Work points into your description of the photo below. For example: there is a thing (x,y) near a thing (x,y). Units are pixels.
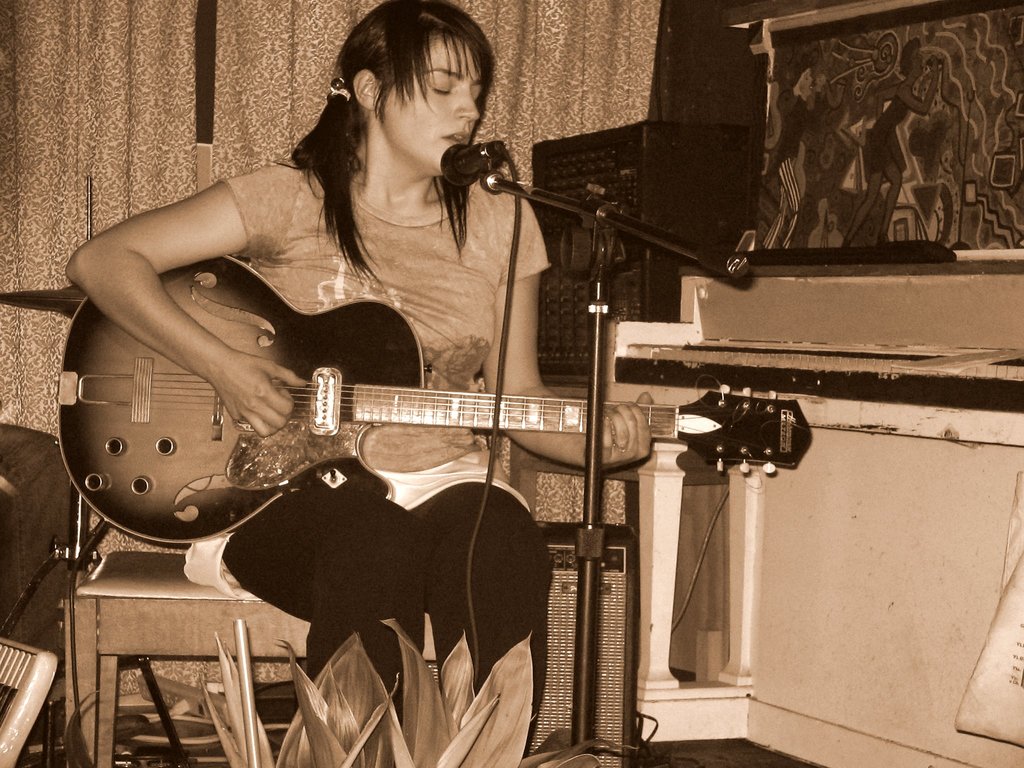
In the center (479,330) we can see one woman (472,454) holding guitar (508,422). In front (525,196) there is a microphone (481,144), in the background (26,96) there is a curtain (562,99).
